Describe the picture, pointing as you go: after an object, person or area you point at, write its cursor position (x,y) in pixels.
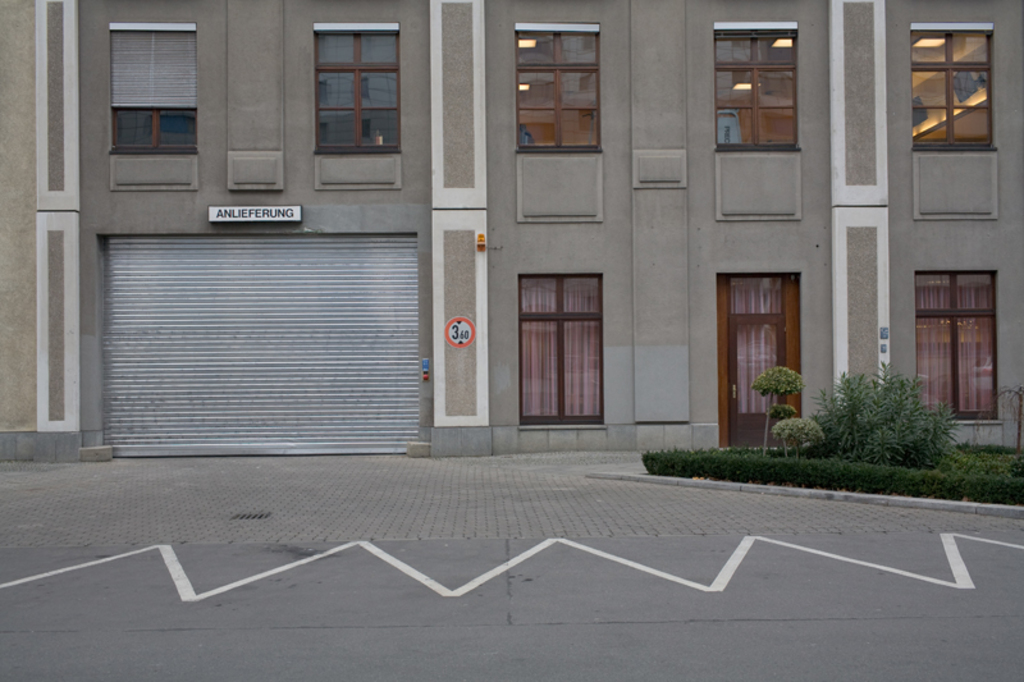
In this image I can see the road (568,592), few plants (927,429) which are green in color and a building (713,345) which is grey and white in color. I can see the rolling shutter (300,324) which is grey in color, few windows (587,328) of the building (435,287) and through the windows (577,313) I can see few curtains (548,388) and few lights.
